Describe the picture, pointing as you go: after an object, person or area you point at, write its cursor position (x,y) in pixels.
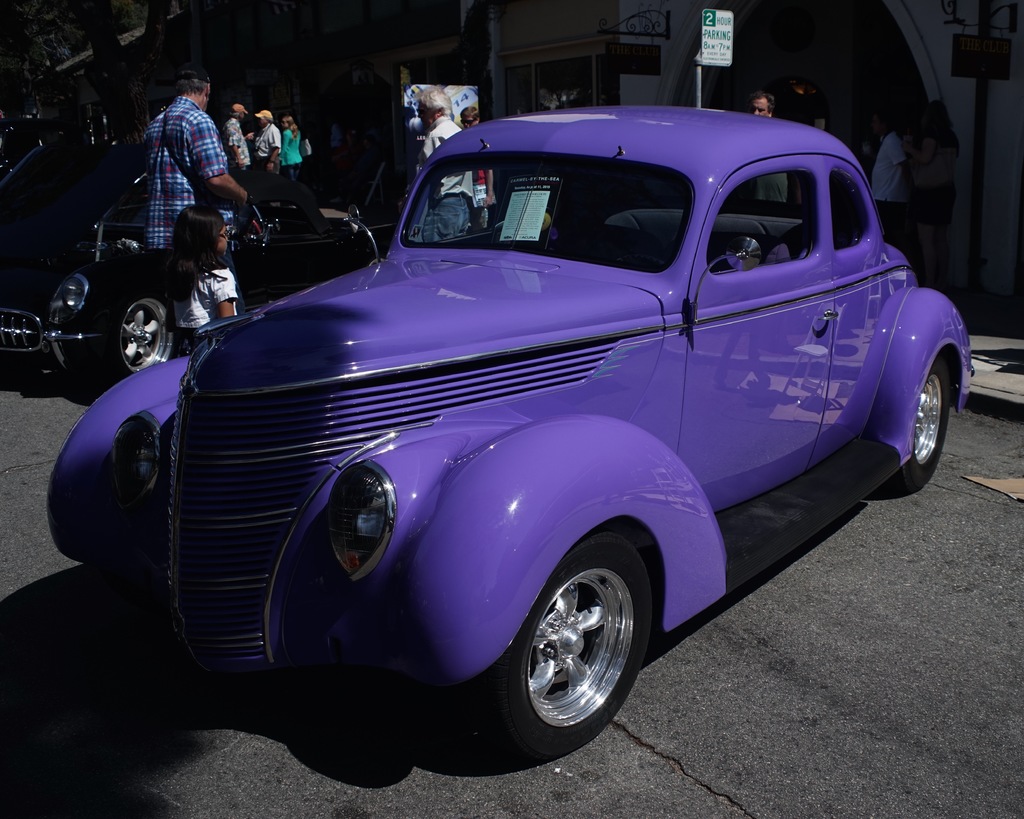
In the center of the image (490,445) we can see cars (400,596) on the road (471,709). In the background (221,238) there are people (481,206) standing. There is a sign board (713,29) and we can see a building (525,41).
